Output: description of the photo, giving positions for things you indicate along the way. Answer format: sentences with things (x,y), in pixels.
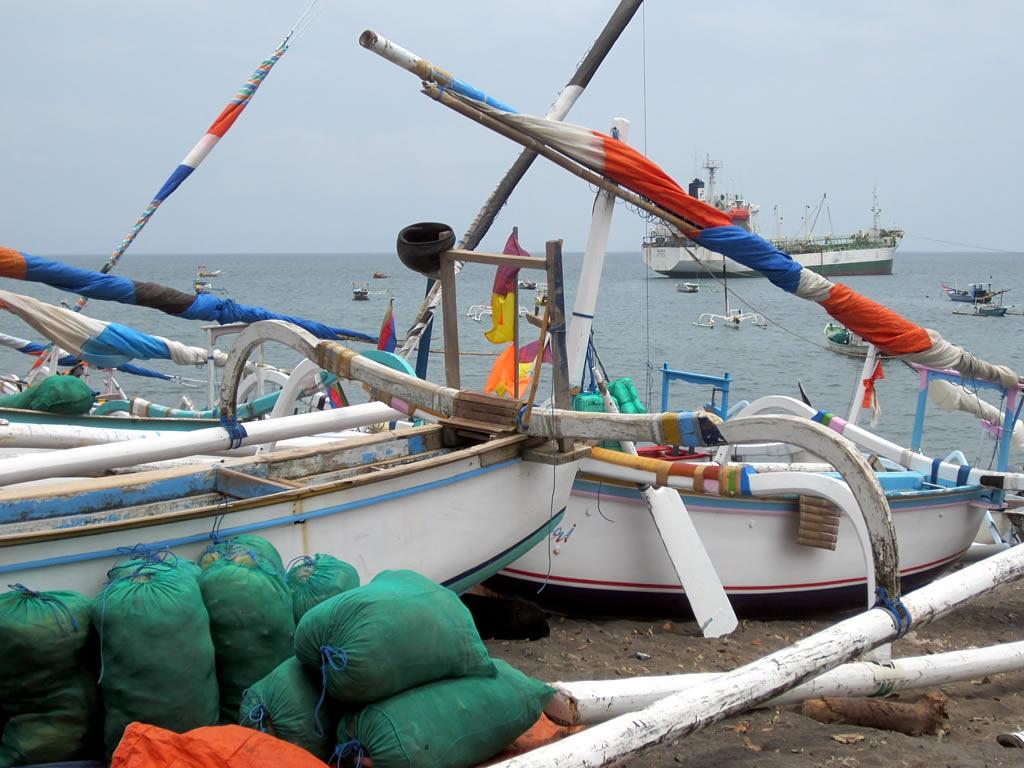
This picture shows few boats (804,244) in the water (729,354) and a cloudy sky (811,97) and we see few boats (632,511) on the seashore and we see few bags (433,670) on the ground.
